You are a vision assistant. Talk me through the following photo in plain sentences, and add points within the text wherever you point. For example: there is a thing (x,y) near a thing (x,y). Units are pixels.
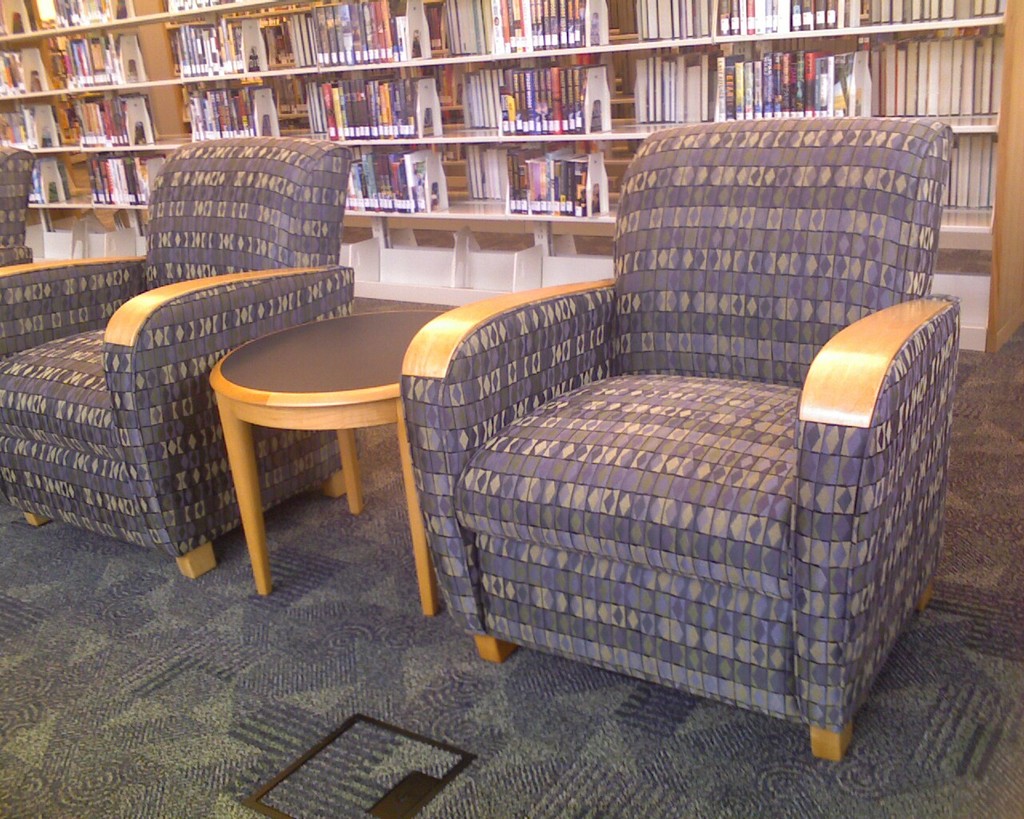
There are three sofas (676,388) present in the closed room (313,668) and between them there is one table (342,441) and behind the sofas (214,203) there are books (373,26) placed in the shelves (549,217) and there is one carpet (431,643) under the sofa (232,211).
